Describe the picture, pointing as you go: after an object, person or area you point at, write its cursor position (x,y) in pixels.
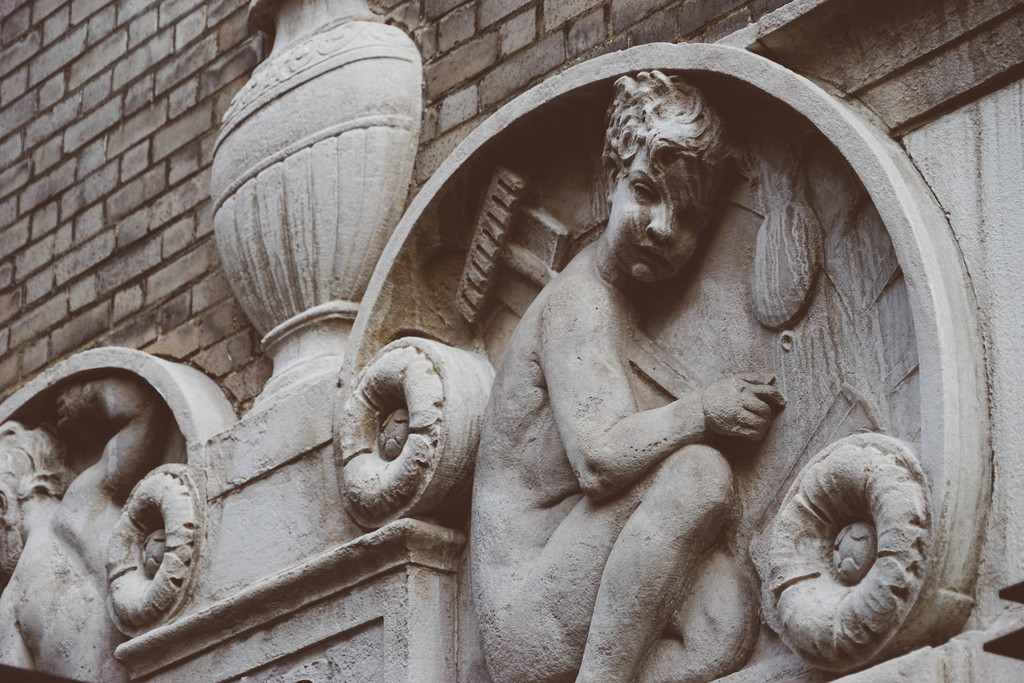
In this image there are two depictions (94,532) are attached on the wall (282,528) as we can see in the bottom of this image (525,464) and there is a wall (434,107) in the background (446,5).
